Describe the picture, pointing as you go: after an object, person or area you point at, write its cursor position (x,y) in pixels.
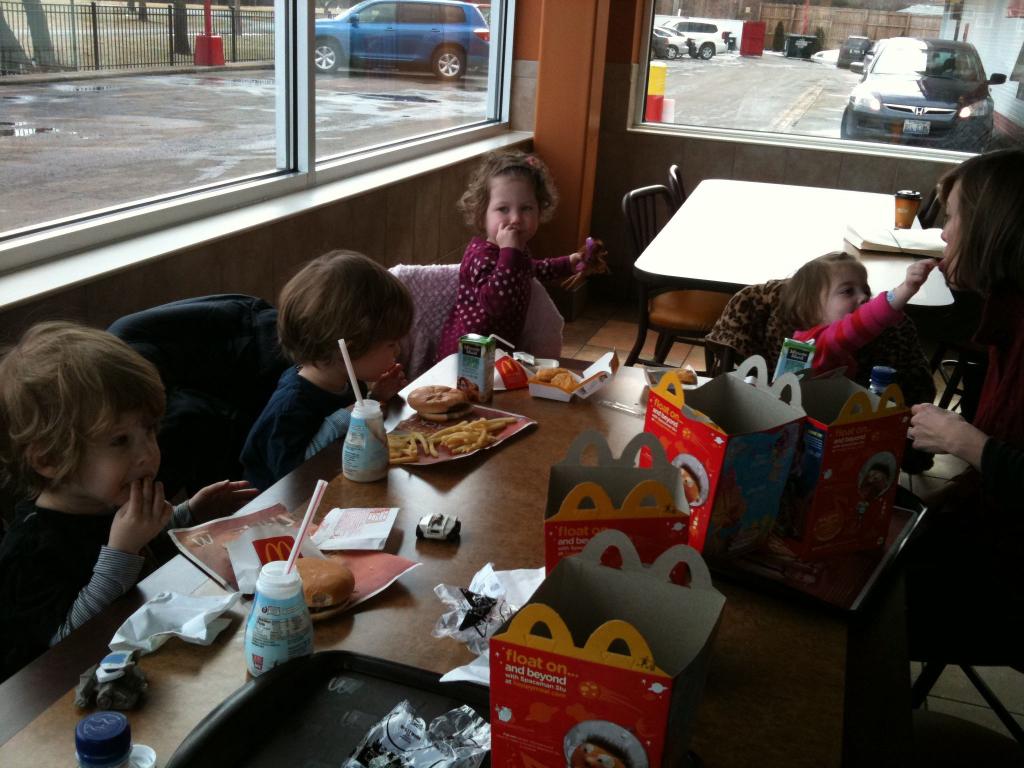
A picture inside of a room (929,494). This kids (850,334) are sitting on a chair (278,357). In-front of this kids (805,329) there is a table (504,435), on a table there is a tray (333,691), bottle (271,648), paper (346,561), food (341,565) and box (687,452). Outside of this glass window (401,80) we can able to see vehicles (664,55) and fence (103,32).
